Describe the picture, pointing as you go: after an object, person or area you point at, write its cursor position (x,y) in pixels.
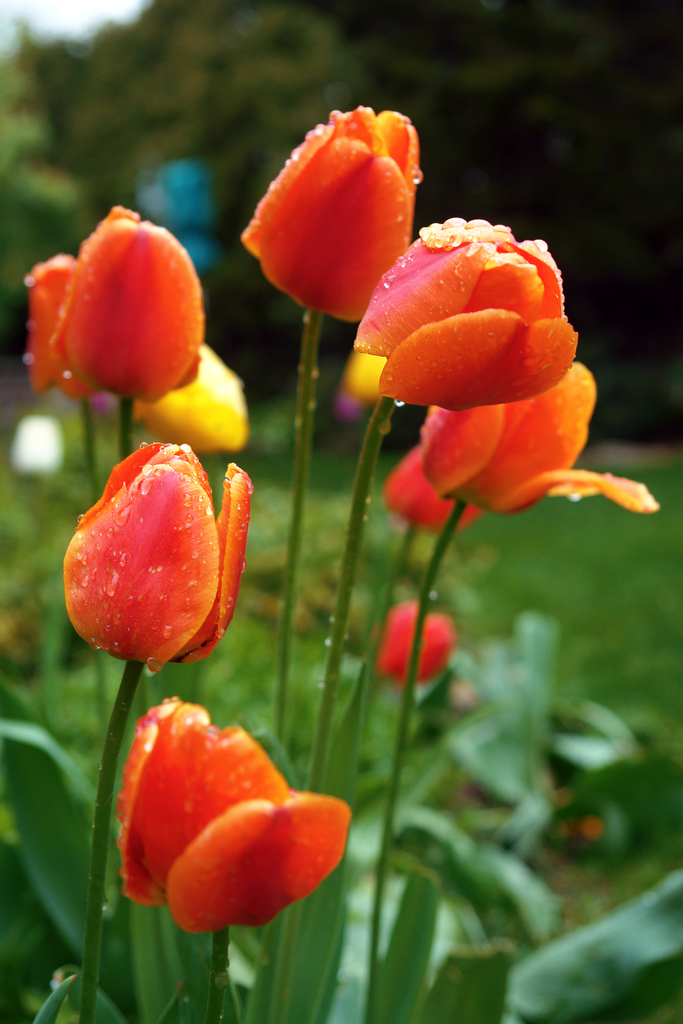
In this image we can see some flowers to the plants (281,656). On the backside (476,137) we can see some trees (497,198).
